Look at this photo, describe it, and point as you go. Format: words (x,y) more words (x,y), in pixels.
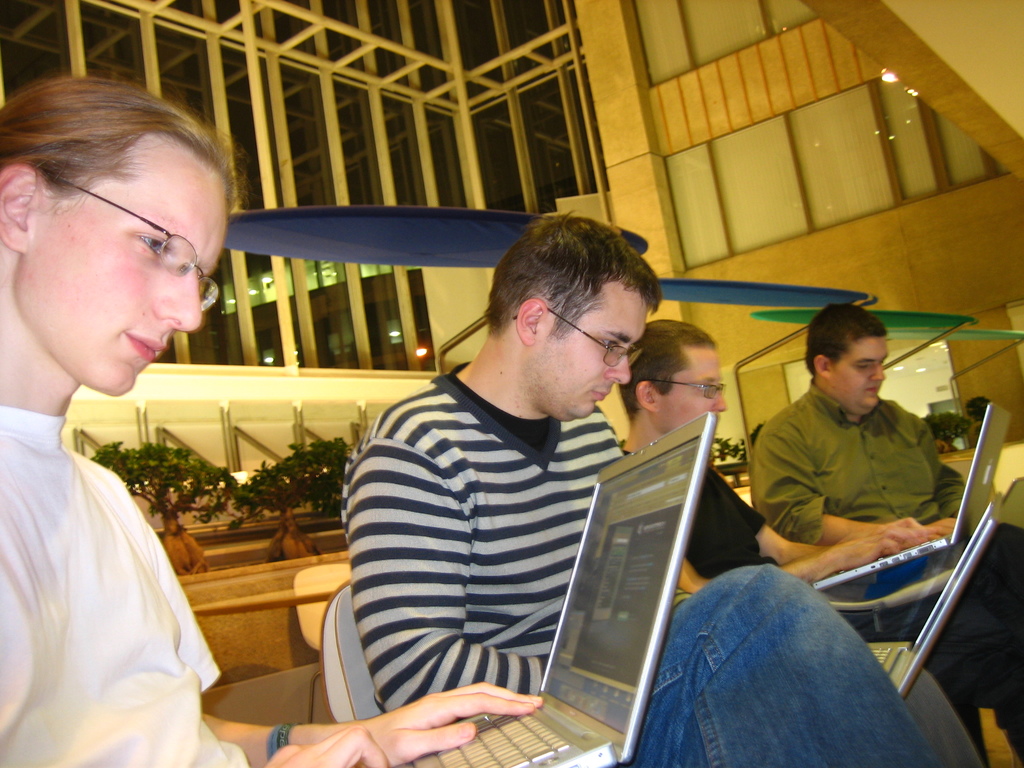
In this image we can see four persons (386,534) and the persons (67,502) are holding laptops (877,564). Behind the persons (929,532) we can see chairs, wall (264,454) and plants (174,488). At the top (765,202) we can see the wall (802,246) and glasses (457,202).
